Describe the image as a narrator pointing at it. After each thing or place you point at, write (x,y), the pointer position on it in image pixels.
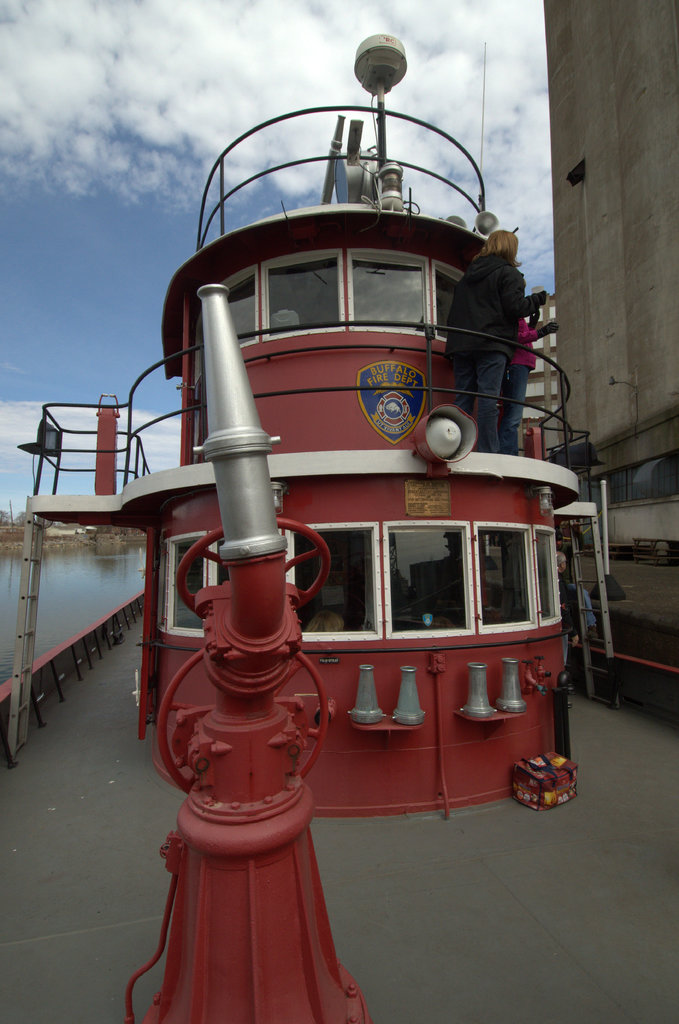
In this image, I think this is a ship (140,683). I can see two people (509,354) standing. These are the clouds (139,194) in the sky (120,232). On the right side of the image (623,301). This looks like a wall (630,501). I think this is a bag (552,782).
